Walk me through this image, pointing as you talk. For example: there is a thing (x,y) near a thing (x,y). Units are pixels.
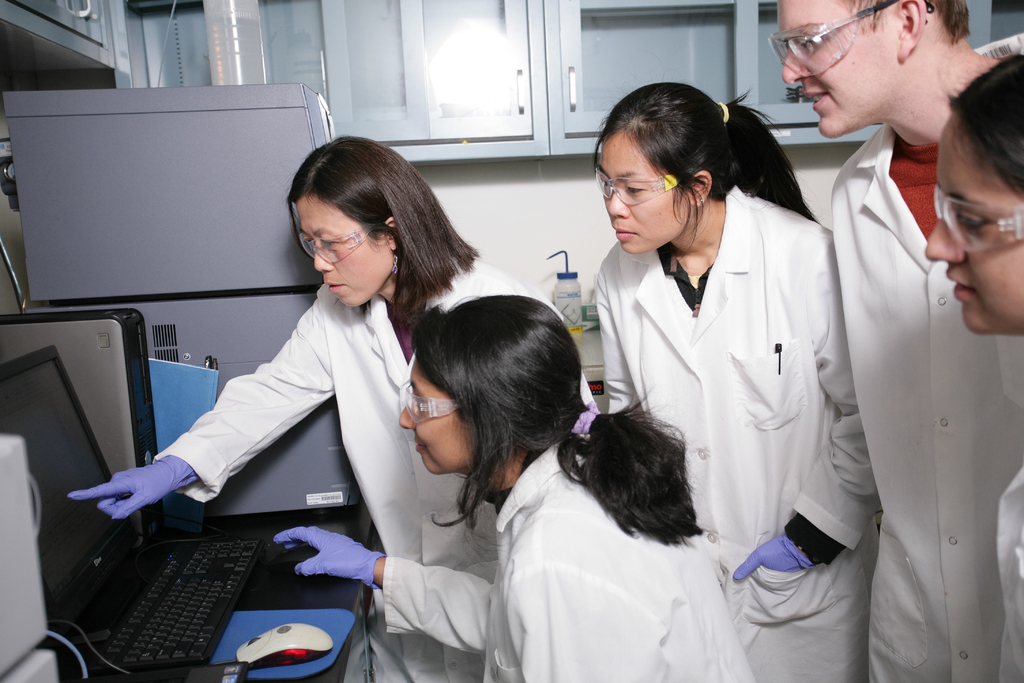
In this picture there are few persons (896,475) wearing white color apron (831,502) is looking at the desktop (92,506) in front of them and there is a refrigerator (159,217) beside it and there are few iron shelves (399,58) in the background (443,57).
